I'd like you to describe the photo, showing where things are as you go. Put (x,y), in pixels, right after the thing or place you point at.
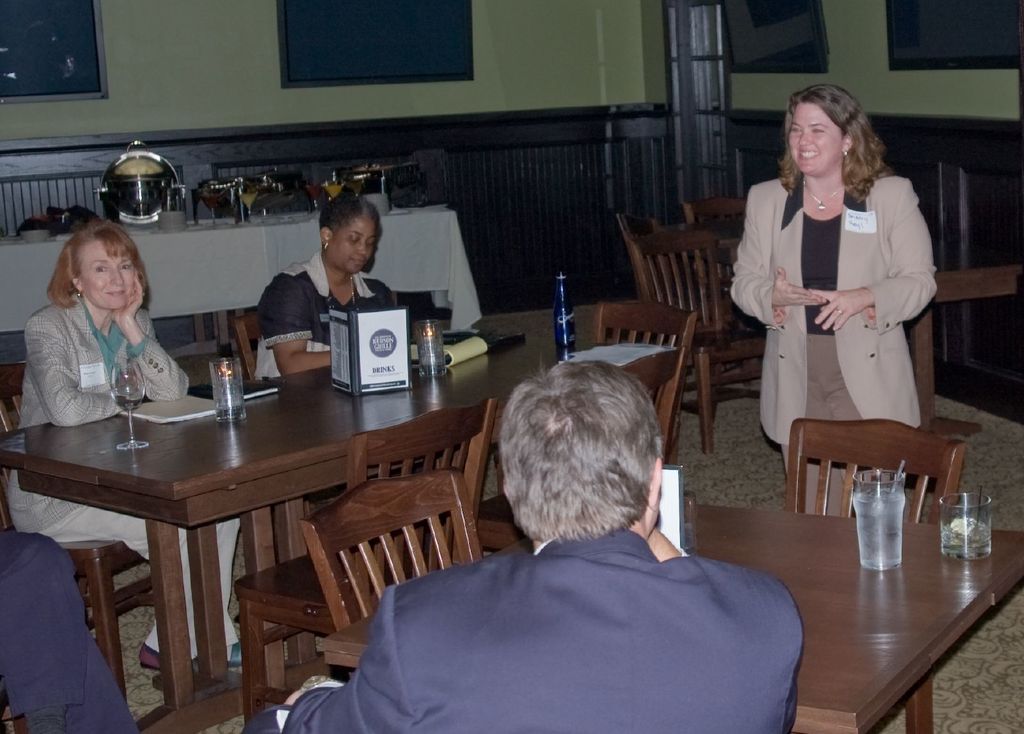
On the background (549,72) we can see a wall (598,72) and boards (355,49) over a wall (191,63). Here we can see empty chairs (716,249) and tables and on the table (138,429) we can see water glasses (140,398), bottle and a box (398,342). We can see three persons (595,589) sitting on chairs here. We can see one women (788,129) is standing here and she holds a pretty smile on her face (805,145) and she is talking. Her hair (827,109) colour is brown.
